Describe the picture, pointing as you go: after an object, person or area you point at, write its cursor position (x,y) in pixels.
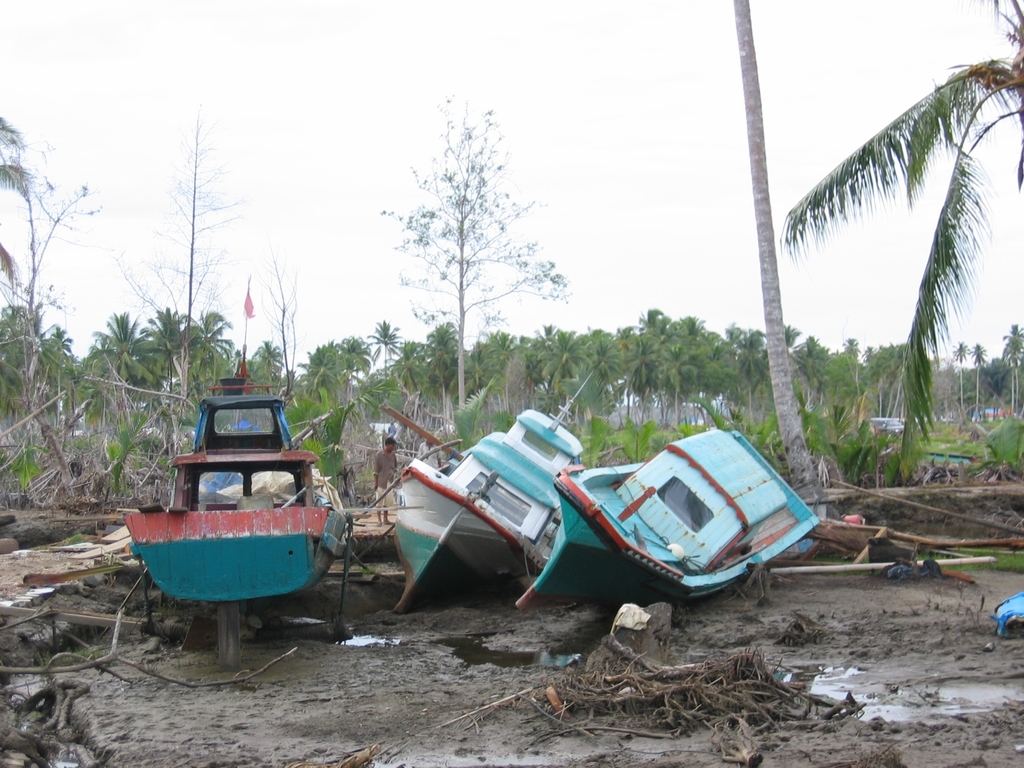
In this image we can see some boats (507,498) on the land (499,608). We can also see some water (510,655), mud (439,712), bark (751,657) of the trees (737,381) and a person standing beside the boats (408,506). On the backside (500,407) we can see a group of trees (459,407) and the sky (305,332) which looks cloudy.
